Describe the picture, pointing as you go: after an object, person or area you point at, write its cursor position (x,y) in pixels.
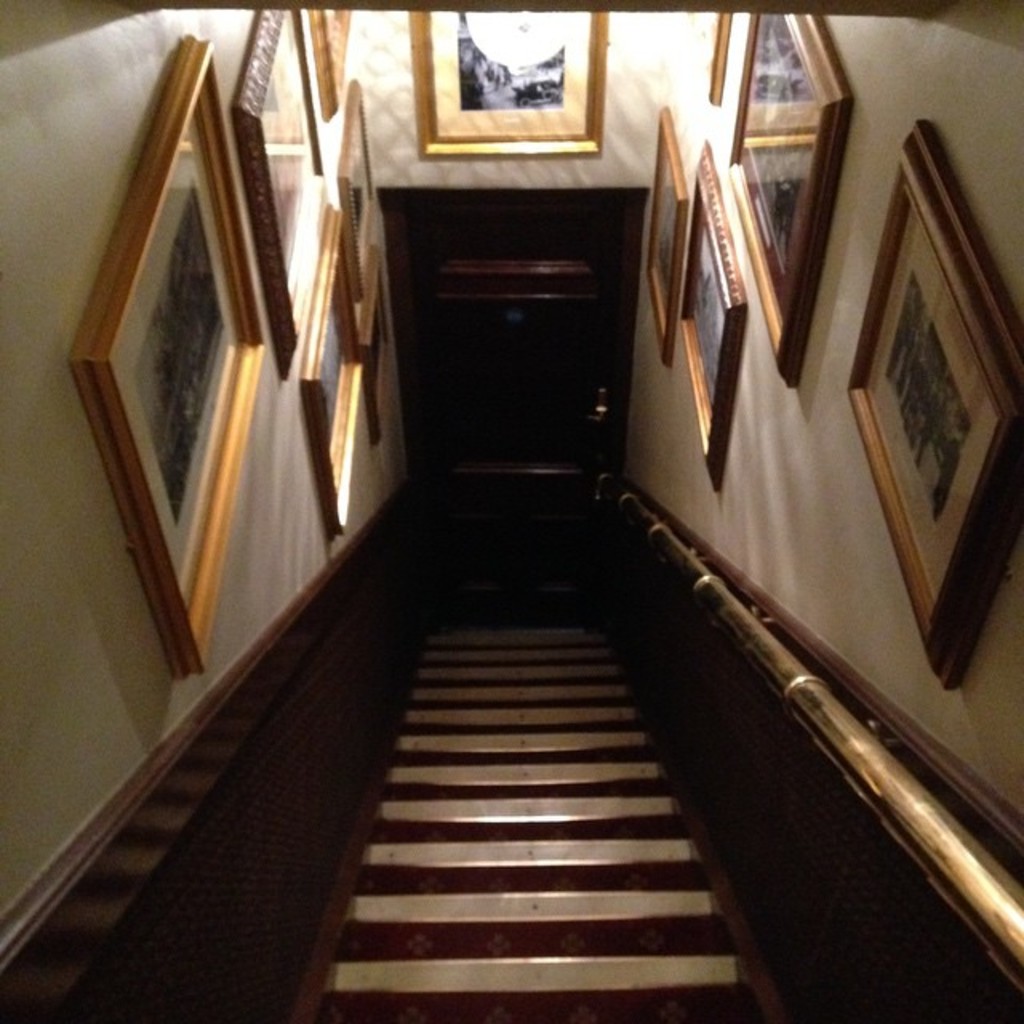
In this picture I can see stairs (588,983), there is an iron rod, there is a light (568,18) and there are frames (592,117) attached to the wall (48,103).
